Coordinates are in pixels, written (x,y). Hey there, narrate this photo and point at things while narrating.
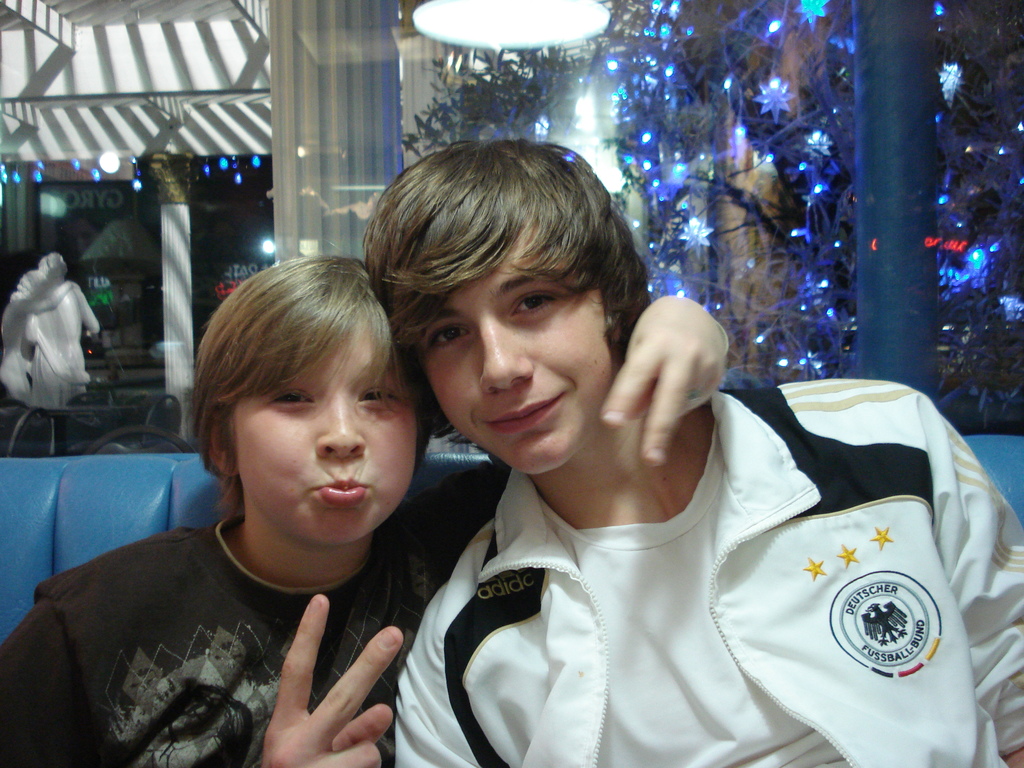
In this image in the front (531,456) there are persons (492,507) sitting. In the background (714,77) there are plants (636,108) and there are lights (645,116), there are pillars (284,147) and there is a statue (72,354) and there is a wall (300,11). There are boards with some text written on it.
